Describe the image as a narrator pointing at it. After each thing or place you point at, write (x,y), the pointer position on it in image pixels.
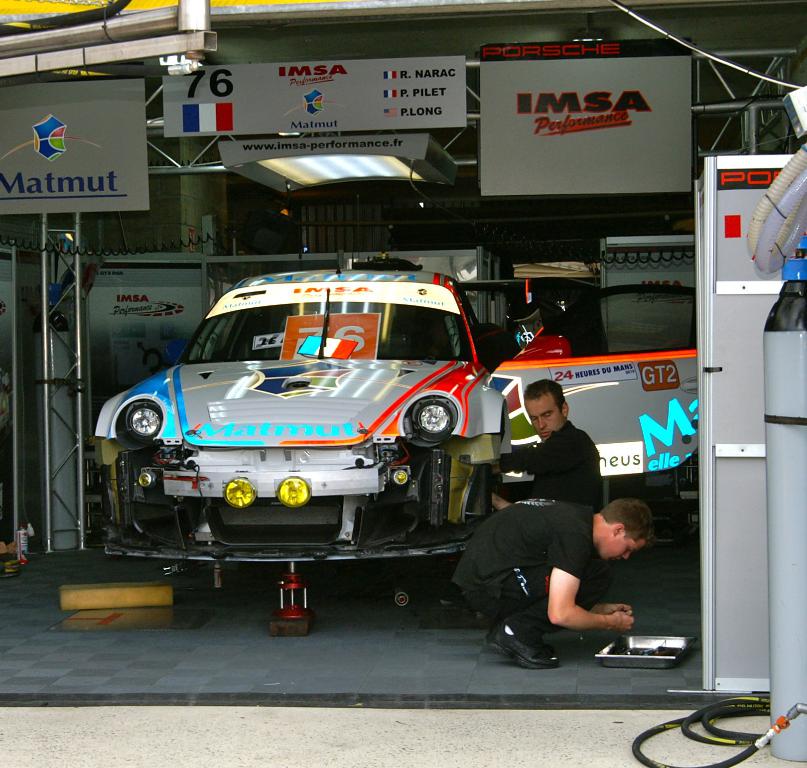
Man (535,400) in black t-shirt (516,450) is repairing white color car (374,417) which is placed in the garage (328,638). Beside him, boy (537,579) in black t-shirt (579,515) is holding something in his hand (612,620). On the right corner of the picture (730,176), we see a white door (724,382) and we even see gas pump (780,435). At the top of the picture (198,135), we see white color boards (412,107) with some text (404,73) written on it. This picture might be clicked in the garage (261,666).
